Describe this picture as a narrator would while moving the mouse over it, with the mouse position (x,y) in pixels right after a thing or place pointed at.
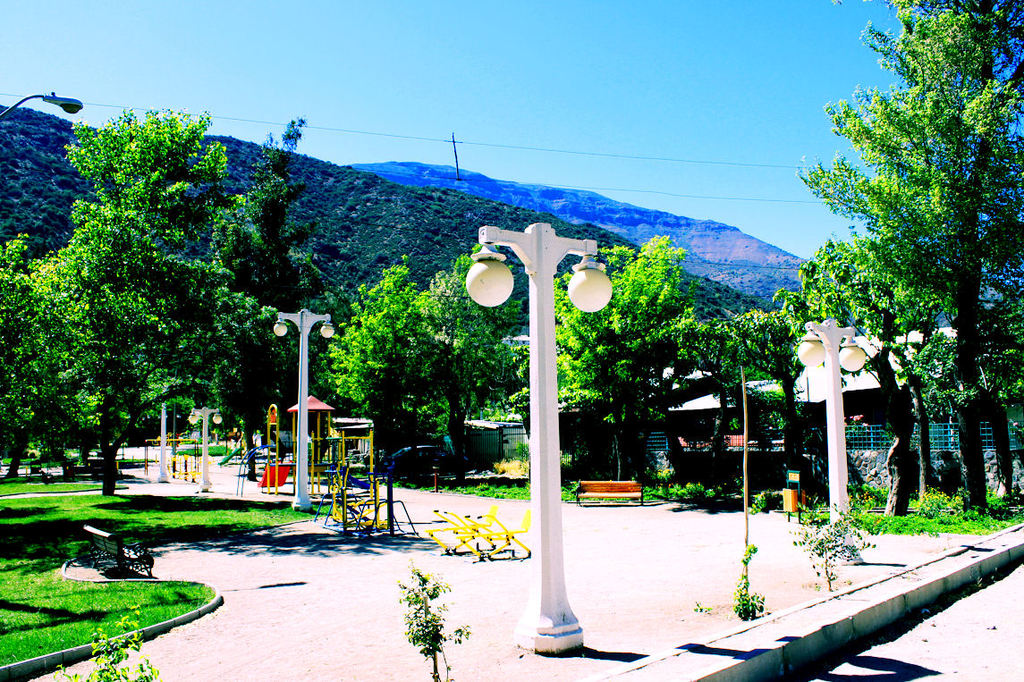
In this image we can see light poles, plants (856,552), wooden benches (139,568), grass (90,602), play area (411,498), the wall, houses (879,410), trees (687,382), hills (382,271), wires (769,199) and the blue sky (501,137) in the background (537,66).
